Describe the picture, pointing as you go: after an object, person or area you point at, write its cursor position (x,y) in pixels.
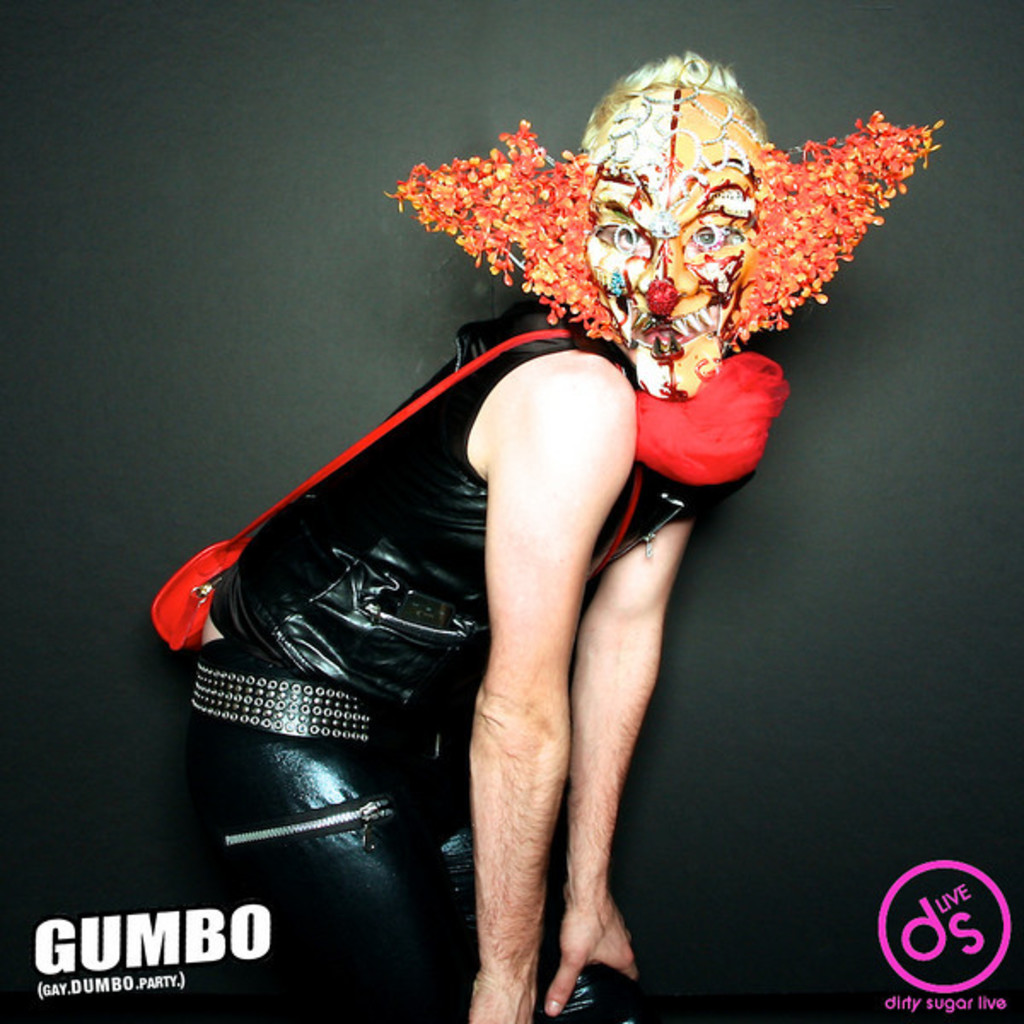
A person (464,479) is present wearing a mask (675,167). He is wearing a black outfit (516,360) and a red sling bag (308,487).
